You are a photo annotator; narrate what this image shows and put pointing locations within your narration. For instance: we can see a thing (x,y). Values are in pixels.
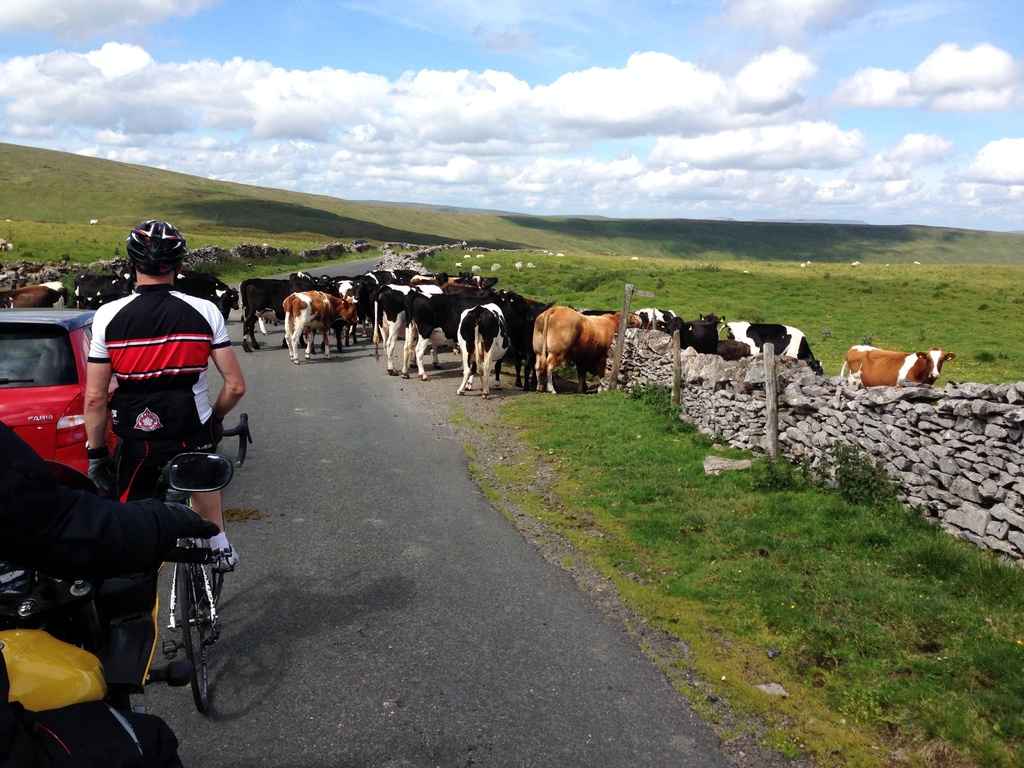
In this image, we can see a few people (151,403) and some vehicles (78,619). We can see a bicycle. We can see the ground (264,352) and some animals (468,327). We can see some grass (739,562), stones (762,440) and poles (772,420). We can also see the sky (383,142) with clouds (481,207).
